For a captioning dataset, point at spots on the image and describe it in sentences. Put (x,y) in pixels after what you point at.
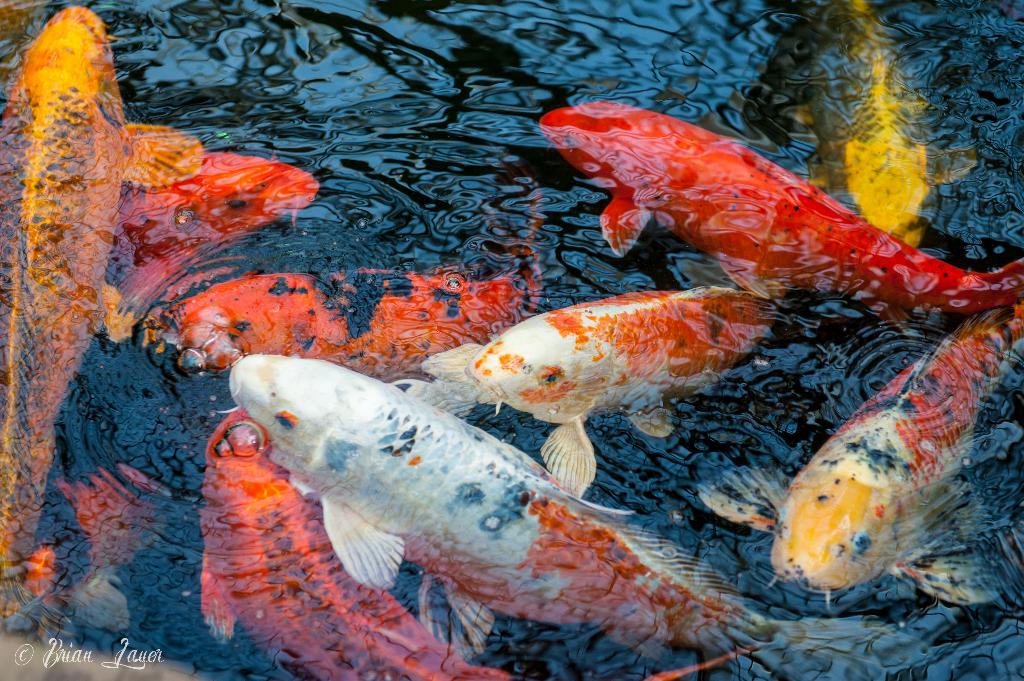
In this picture we can see fishes (777,491) in water (173,107) and on bottom left side of an image (126,643) we can see a watermark (162,660).
